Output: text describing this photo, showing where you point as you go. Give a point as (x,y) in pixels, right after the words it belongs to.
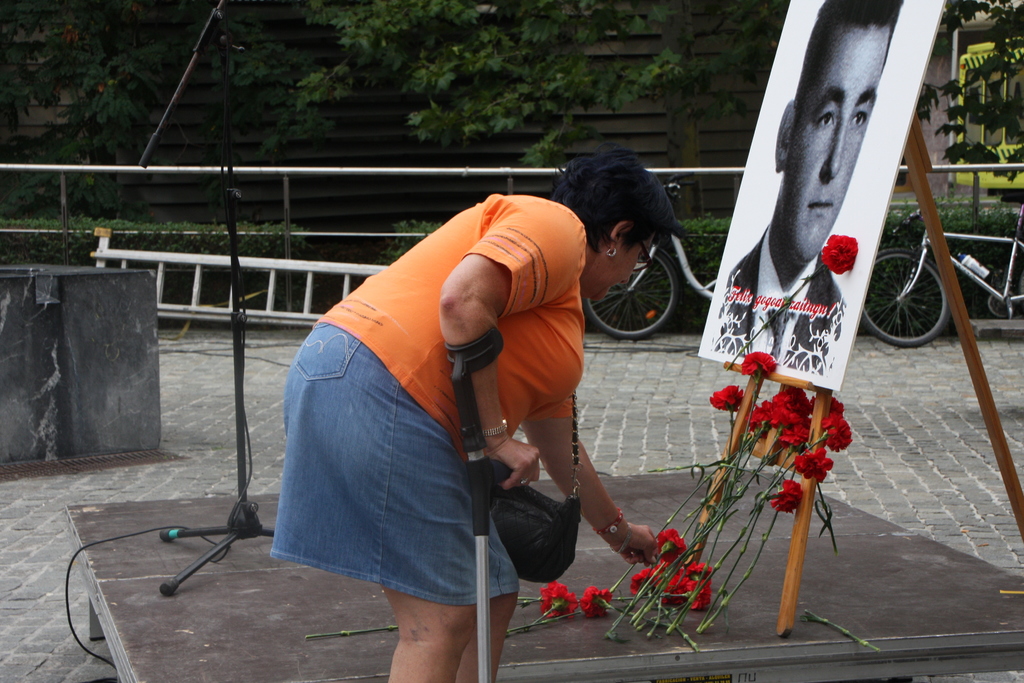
In the foreground of the picture (459,326) there is a woman (471,534) giving carnations (713,519). On the right (804,170) there is a persons portrait (869,158) on a stand (799,521). On the left (224,93) there is a microphone (228,68) and a cable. In the background (95,230) there are trees (569,118), plants (242,244), railing (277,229), ladder (308,283) and bicycles (966,272) and there is a building (674,84). In the center of the picture (610,368) it is pavement (883,405).
